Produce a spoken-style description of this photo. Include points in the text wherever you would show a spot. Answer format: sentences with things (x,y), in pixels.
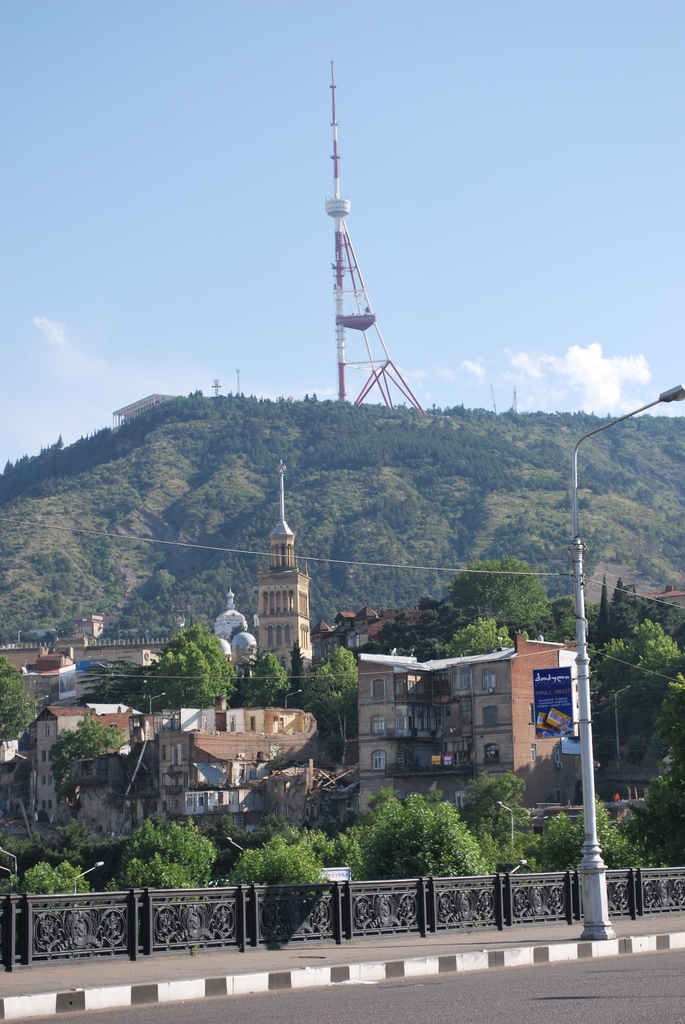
In this image there is a road (561,996) and a light pole (585,831) on a footpath (178,964), in the background (105,489) there is a railing (497,878), trees (445,852), houses (442,667), mountain (102,502), tower (335,116) and the sky (350,351).
